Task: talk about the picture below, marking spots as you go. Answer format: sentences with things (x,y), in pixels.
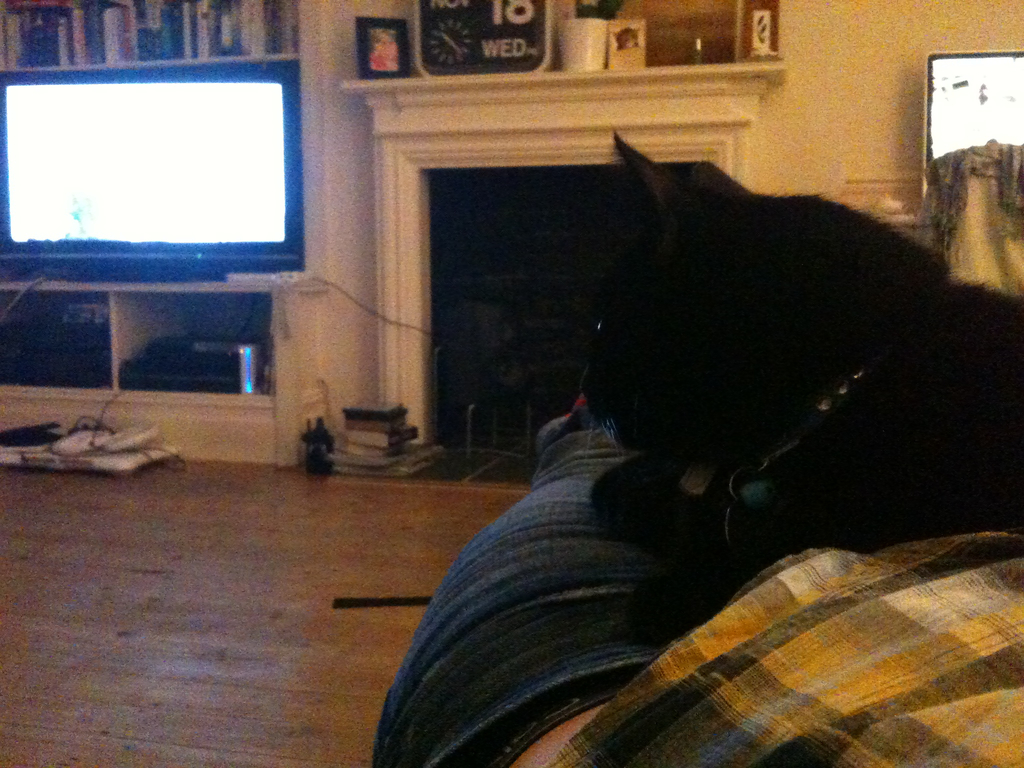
In this picture we can see a black color cat (802,339) sitting on a cloth (606,649) and here we can see floor (138,672) and on floor (353,609) remote (365,596), books (346,461), some instruments (125,452) and here are the rack (176,298) full of books (240,31) and a television (198,218), frame (365,43) with a photo (395,57) in it and watch (500,30), jar (572,54). In background (928,44) we can see screen (935,102), wall (875,137).
